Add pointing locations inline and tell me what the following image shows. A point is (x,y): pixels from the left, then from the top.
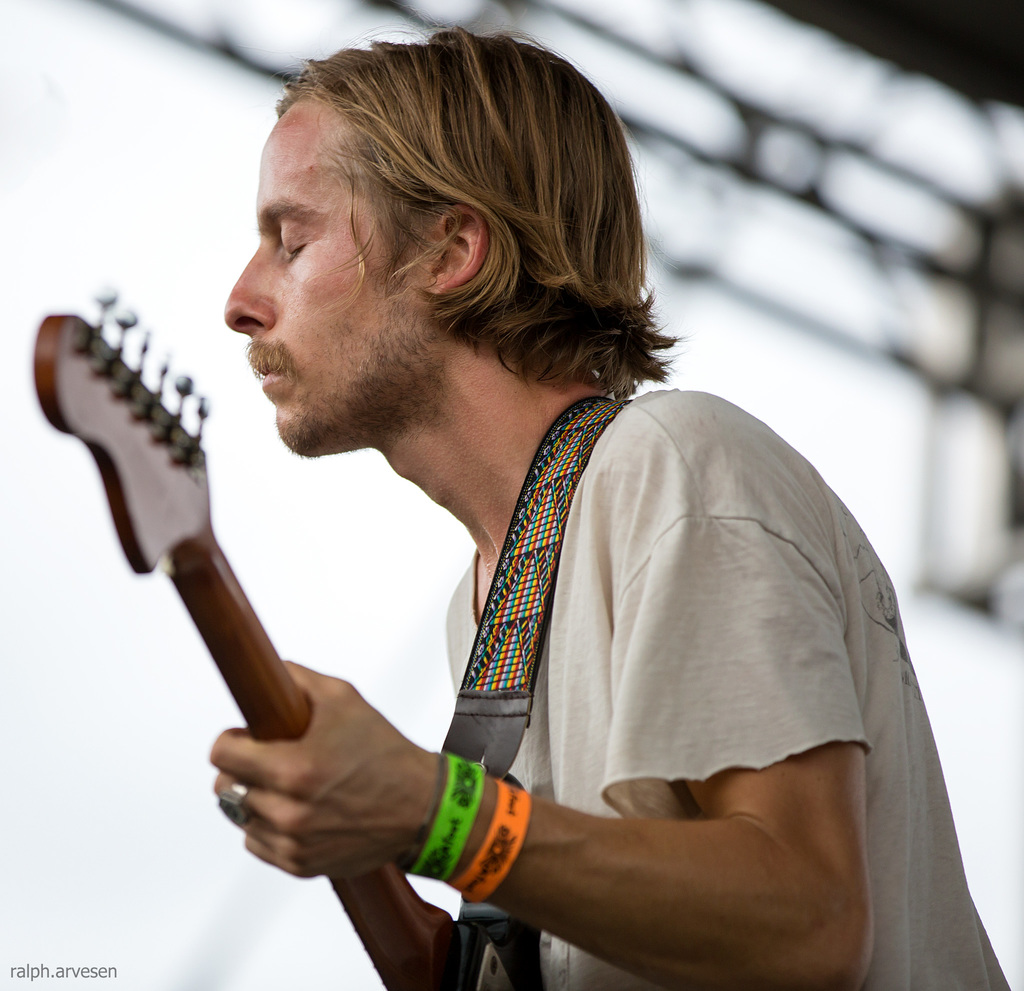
This is a picture of a man (666,785) in white t shirt (712,663) was holding a guitar (267,691) and playing a song and the man (602,829) is wearing two bands (490,861) which is in green and orange color. Behind the man (594,510) is in white.
